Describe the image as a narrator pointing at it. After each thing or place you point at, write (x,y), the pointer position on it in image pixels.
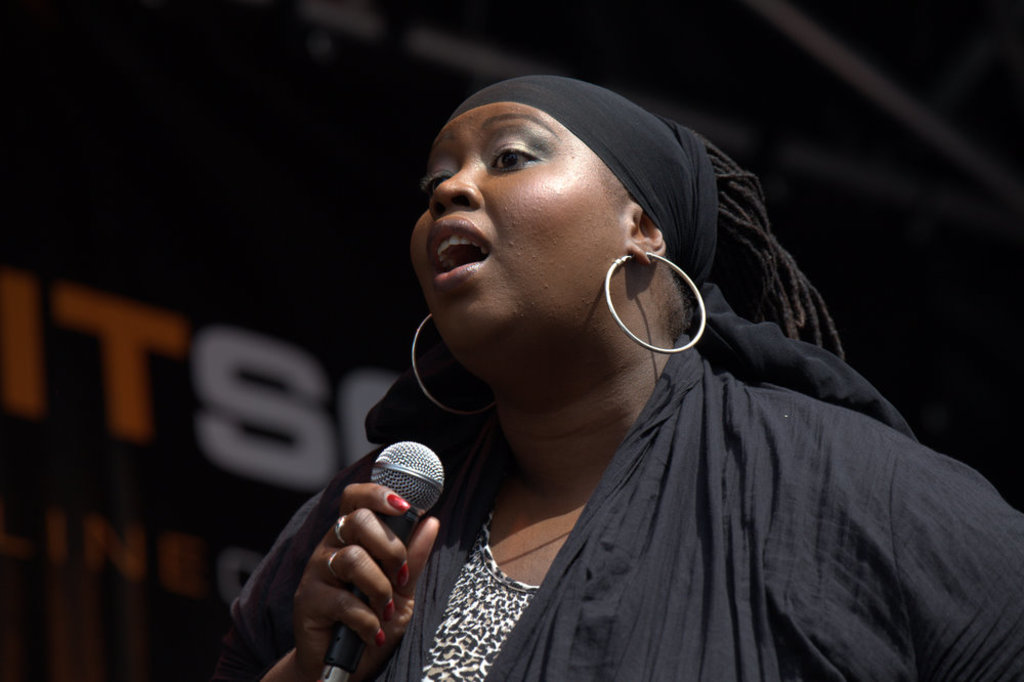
A woman (406,550) is singing in the microphone (425,470) she wear a black color dress (741,447).
